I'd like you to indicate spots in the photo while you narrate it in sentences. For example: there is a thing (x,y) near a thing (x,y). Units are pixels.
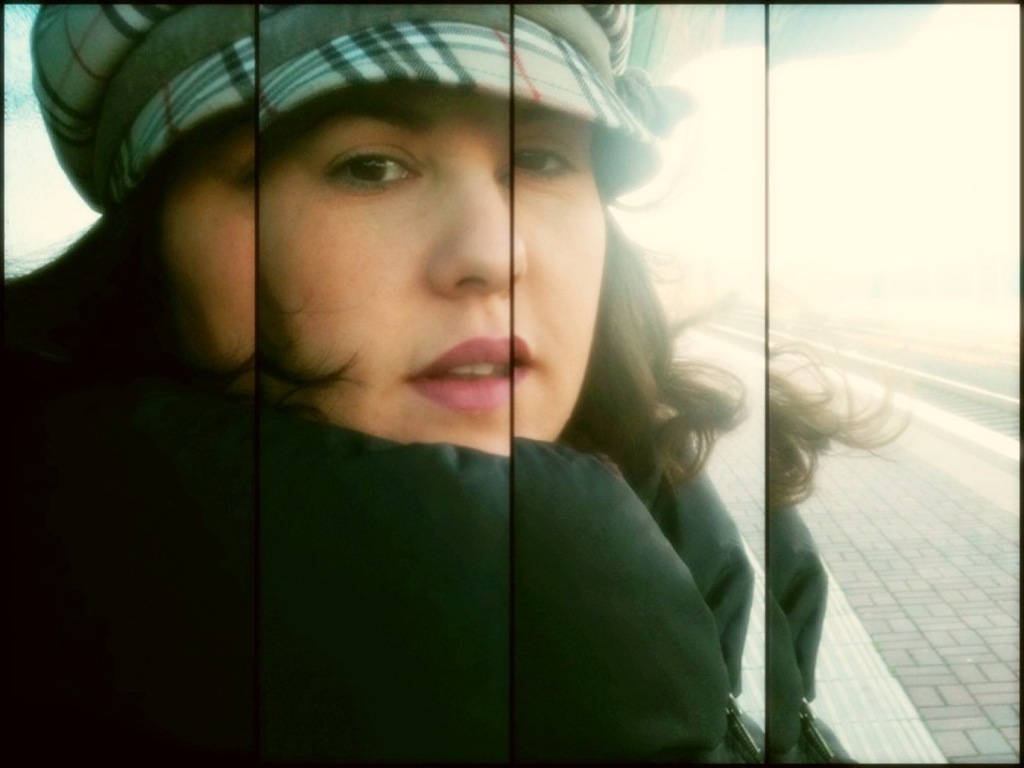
In this picture we can see the collage photograph of the girl (535,452), standing in the front (543,567) and giving a pose to the camera.
